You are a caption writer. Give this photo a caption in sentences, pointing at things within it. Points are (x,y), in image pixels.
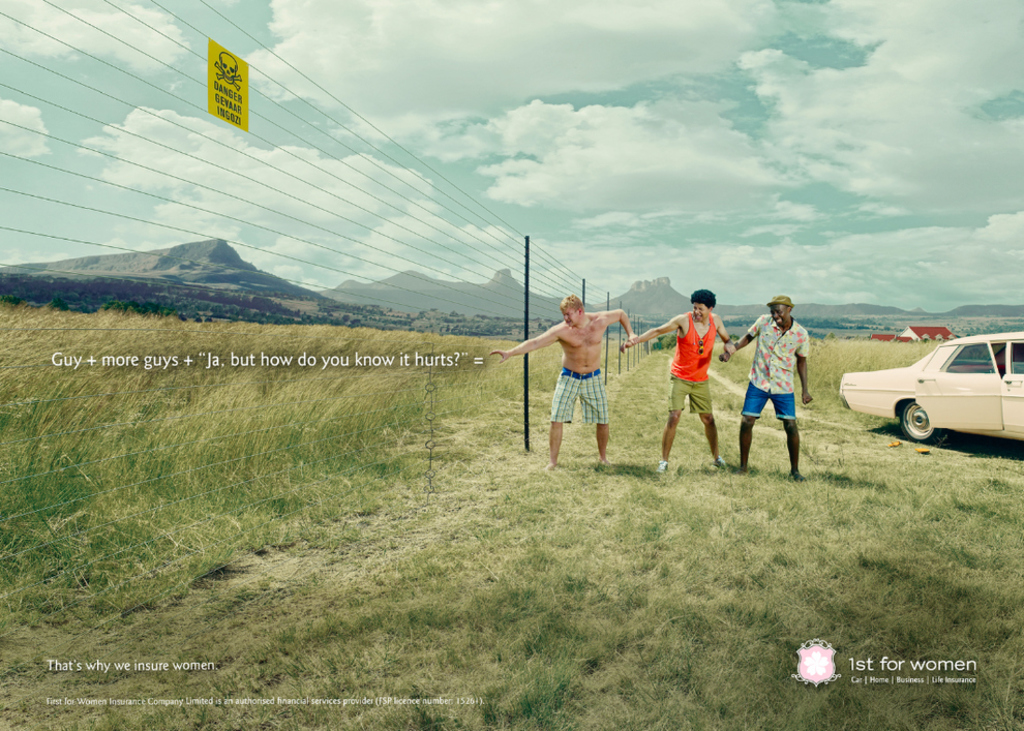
This image consists of three men (602,323) standing. To the left (328,453), there is a fencing (423,337). At the bottom (462,567), there is grass (346,515). In the background (457,294), there are mountains (837,315). To the right (943,355), there is a car (918,394) in white color.
